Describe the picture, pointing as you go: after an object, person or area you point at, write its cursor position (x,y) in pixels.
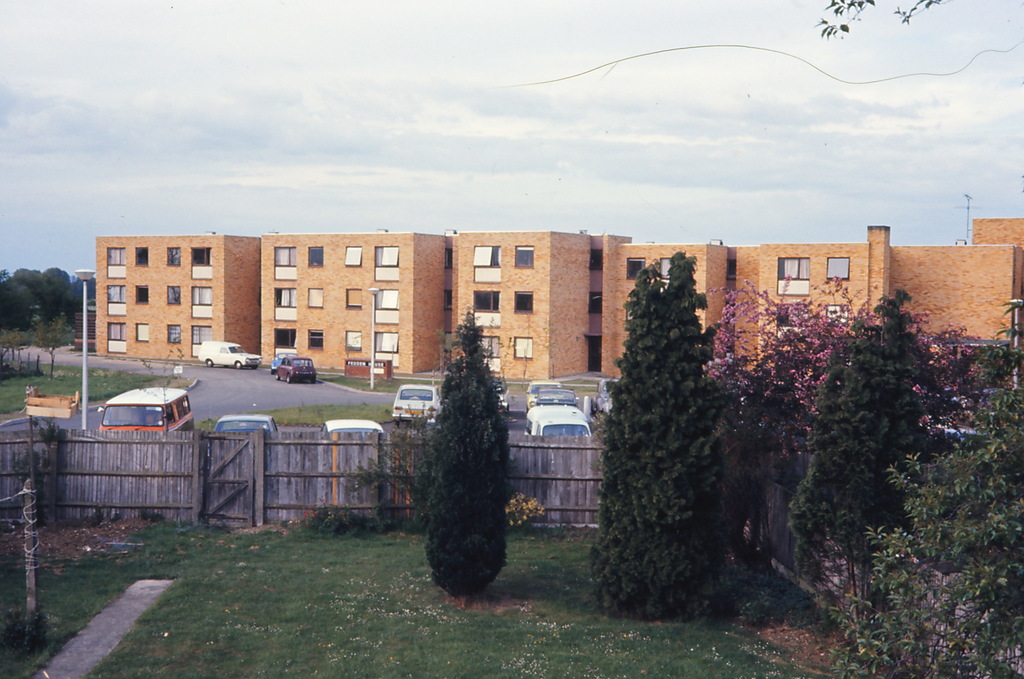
In the image I can see a place (222,514) where we have some buildings (402,310), trees (466,366), plants (1009,444), cars (557,394) and some other things (111,613) around.
